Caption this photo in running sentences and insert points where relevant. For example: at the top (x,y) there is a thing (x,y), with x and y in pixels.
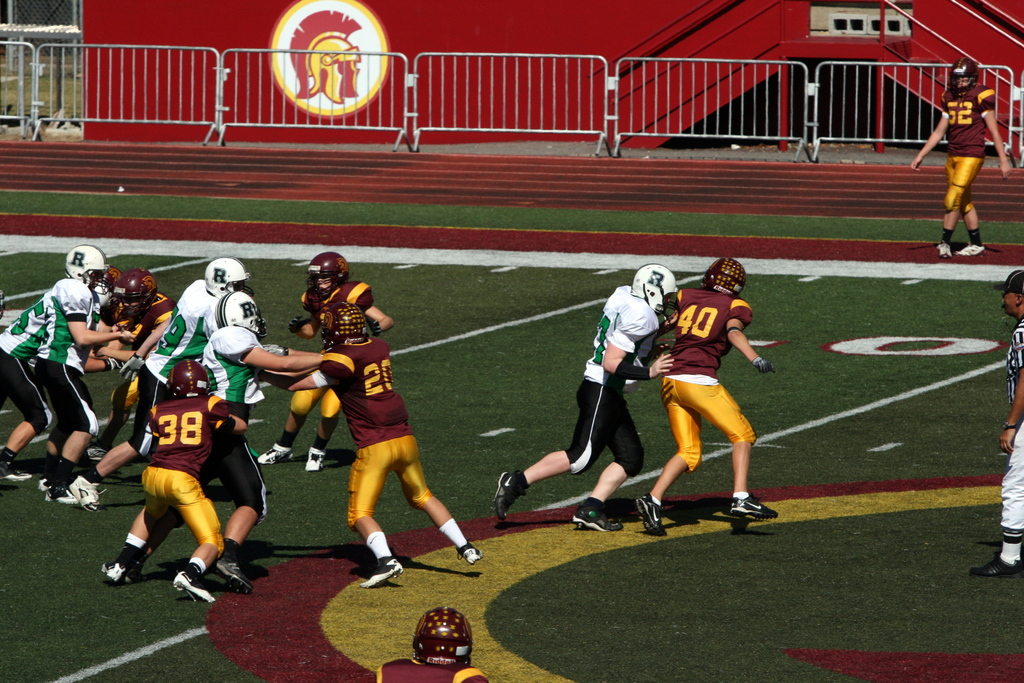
In this picture, we can see a few people (201,433) playing on the ground (560,316), we can see the ground (515,329) is covered with grass (677,496), we can see fencing (921,86), and red color wall (399,60) with some image (365,62) on it.
